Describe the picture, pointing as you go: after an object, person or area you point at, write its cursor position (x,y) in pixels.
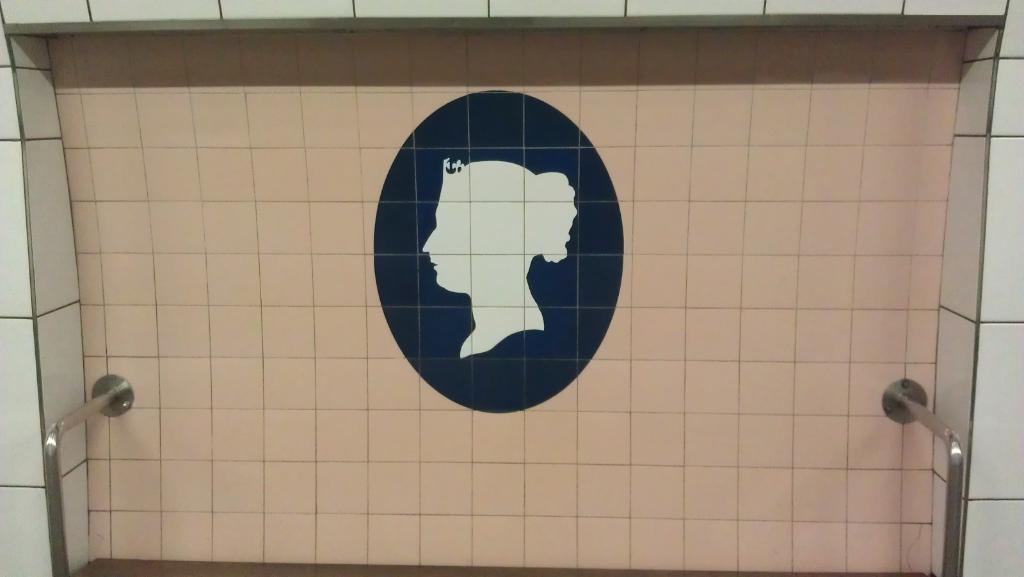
In this image we can see the picture (463,234) on a wall (188,329). We can also see some metal poles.
